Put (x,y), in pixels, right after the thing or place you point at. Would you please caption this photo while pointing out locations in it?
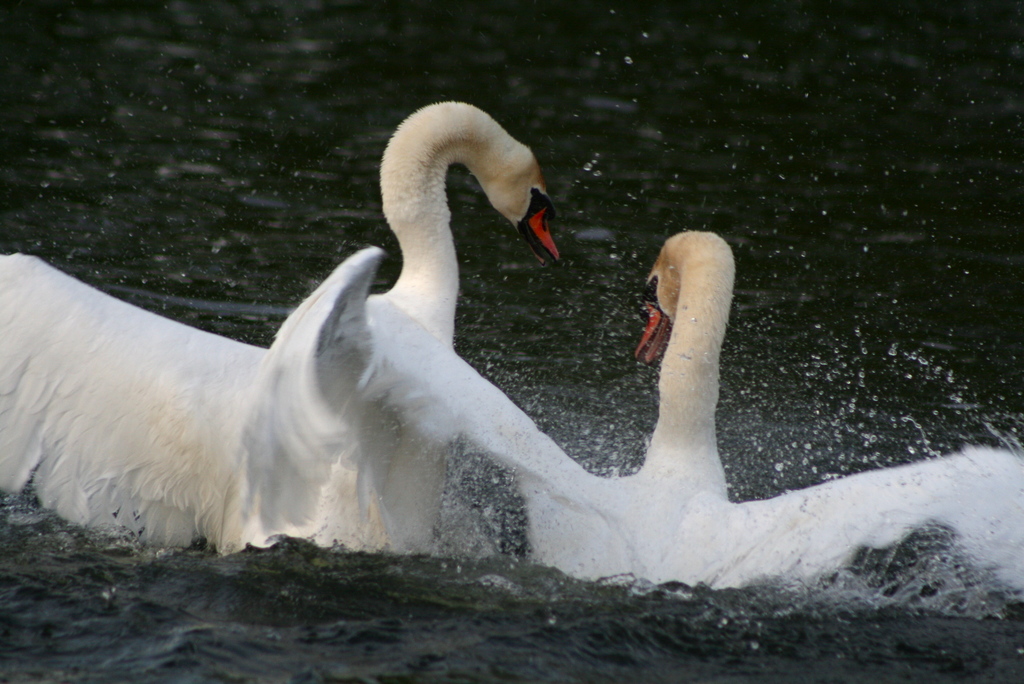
This image consists of swans (250,490) in white color. At the bottom (514,542), there is water (56,558).
